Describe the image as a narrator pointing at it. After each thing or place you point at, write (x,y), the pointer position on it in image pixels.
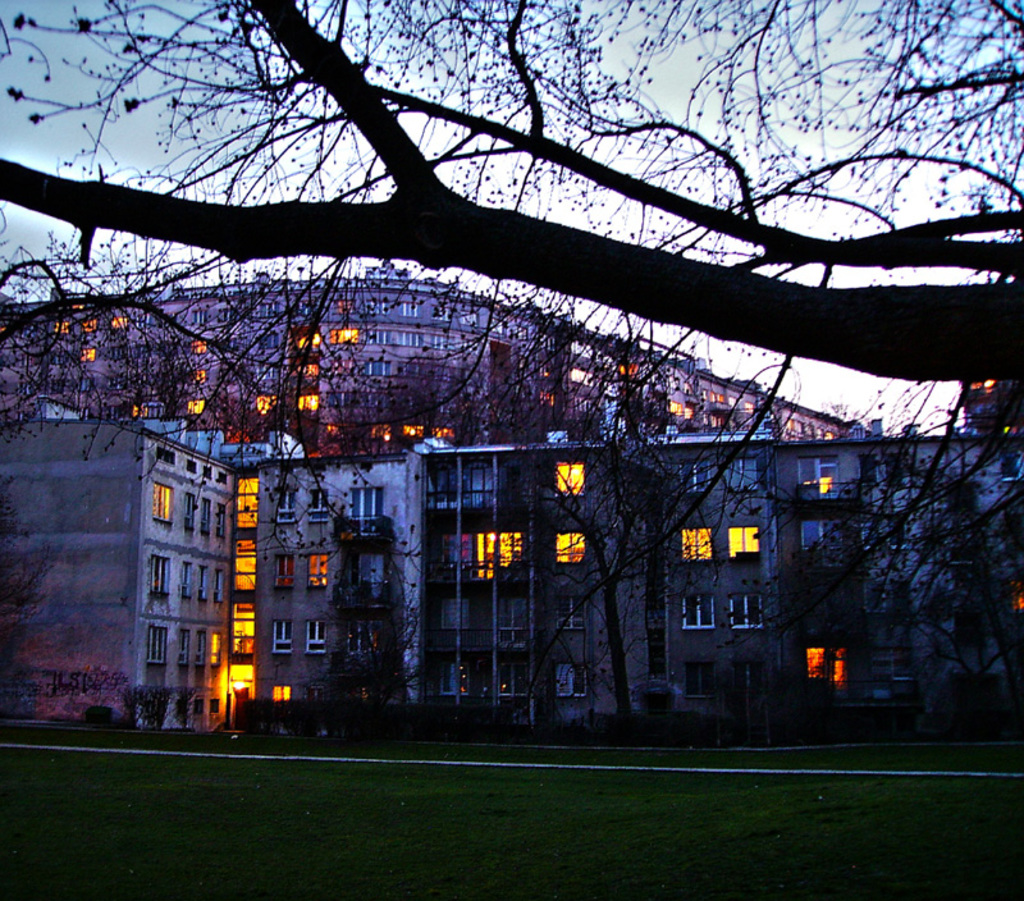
In this picture we can see trees (841,335), grass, plants (473,705) and buildings (394,470). In the background of the image (512,289) we can see the sky (828,379).
